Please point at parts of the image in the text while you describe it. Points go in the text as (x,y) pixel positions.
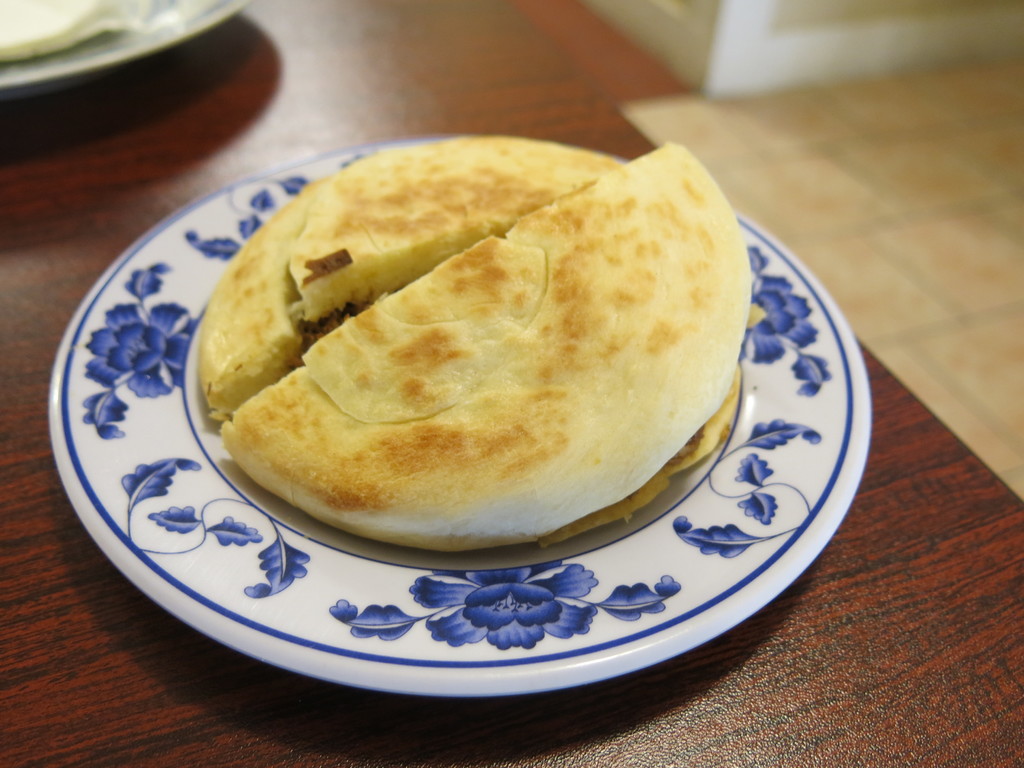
In the center of the image (650,352) we can see food item (479,319) on plate (223,465) placed on the table (291,118). In the background (57,66) we can see plate (103,43).
